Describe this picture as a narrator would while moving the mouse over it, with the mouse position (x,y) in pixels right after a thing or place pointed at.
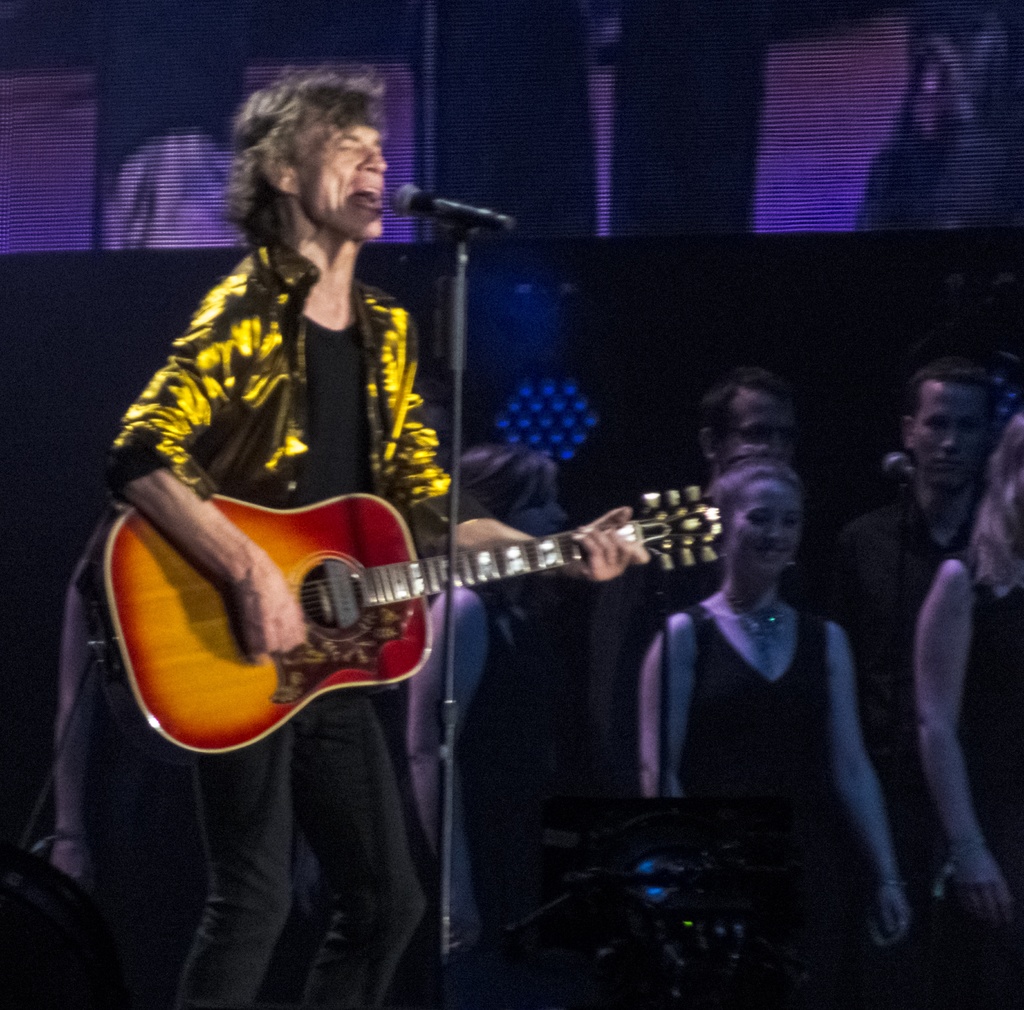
In this picture there are so many people (785,524) standing on the floor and one person (259,607) is singing the song and playing the guitar (393,561) in front of the mike (468,219) standing on the stage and background (554,167) is dark.
